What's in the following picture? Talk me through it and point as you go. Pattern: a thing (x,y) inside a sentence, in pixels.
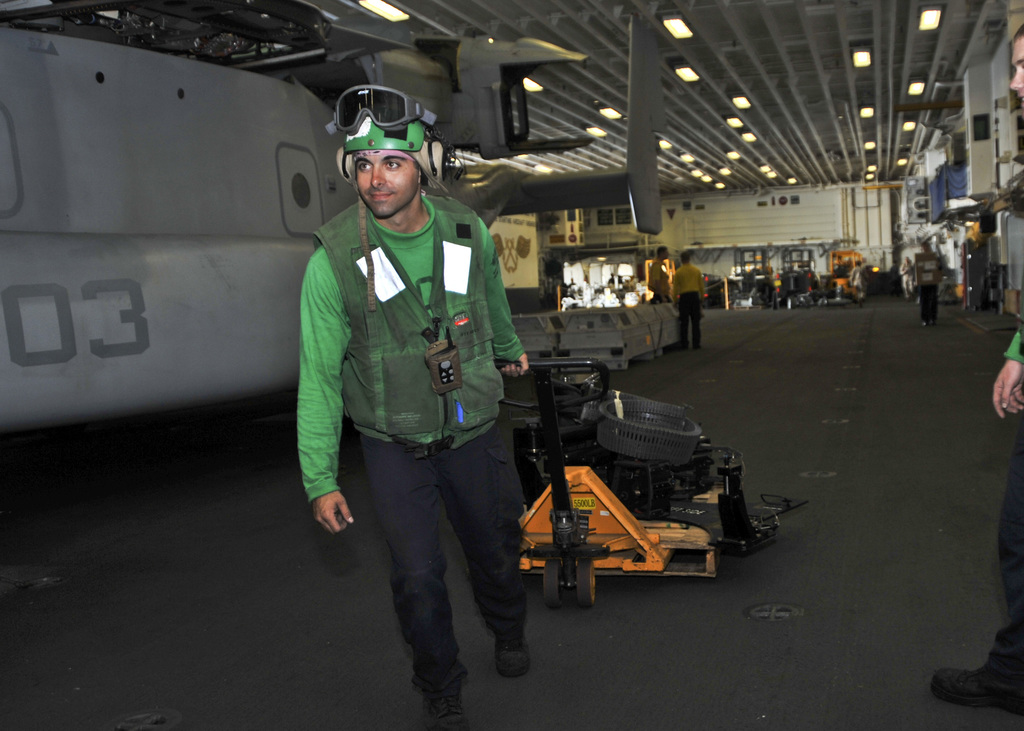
In the center of the image (484,401) we can see a man (484,359) standing and holding a trolley (607,503). In the background (710,291) there are people (937,306) and we can see some equipment (569,319). At the top (738,155) there are lights (380,2).
